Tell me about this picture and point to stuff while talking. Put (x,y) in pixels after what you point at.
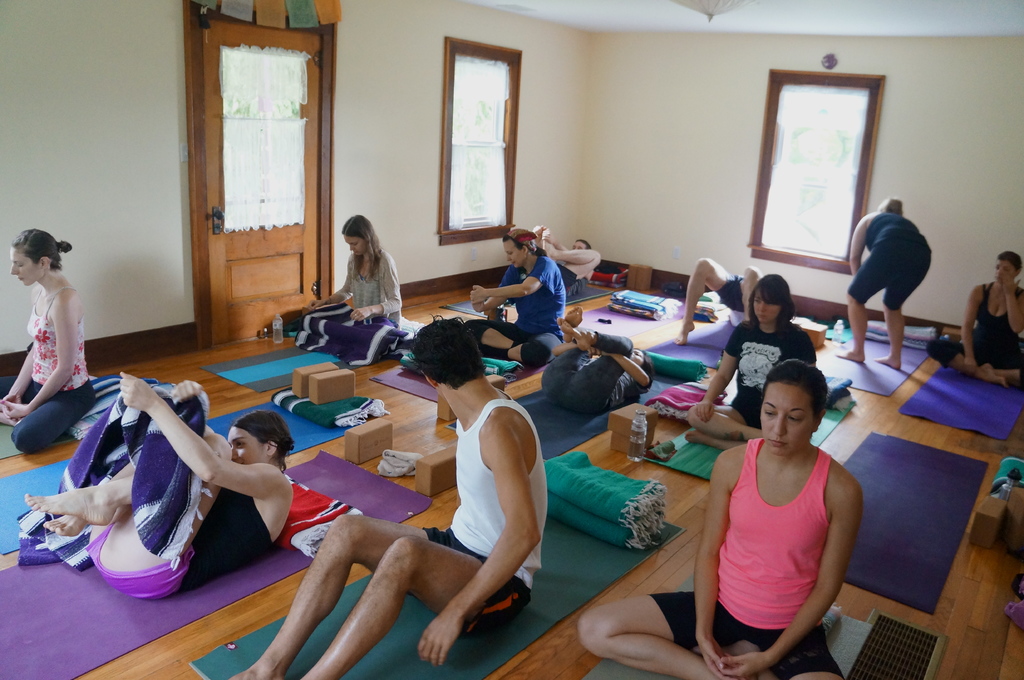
In this picture there are people (13,436) doing yoga and there is a person (488,490) in squat position and we can see mats (218,420), bed sheets (577,461), bottles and objects (1022,493) on the floor (657,559). In the background of the image (644,91) we can see windows (469,131), door (234,110) and wall (502,36).
